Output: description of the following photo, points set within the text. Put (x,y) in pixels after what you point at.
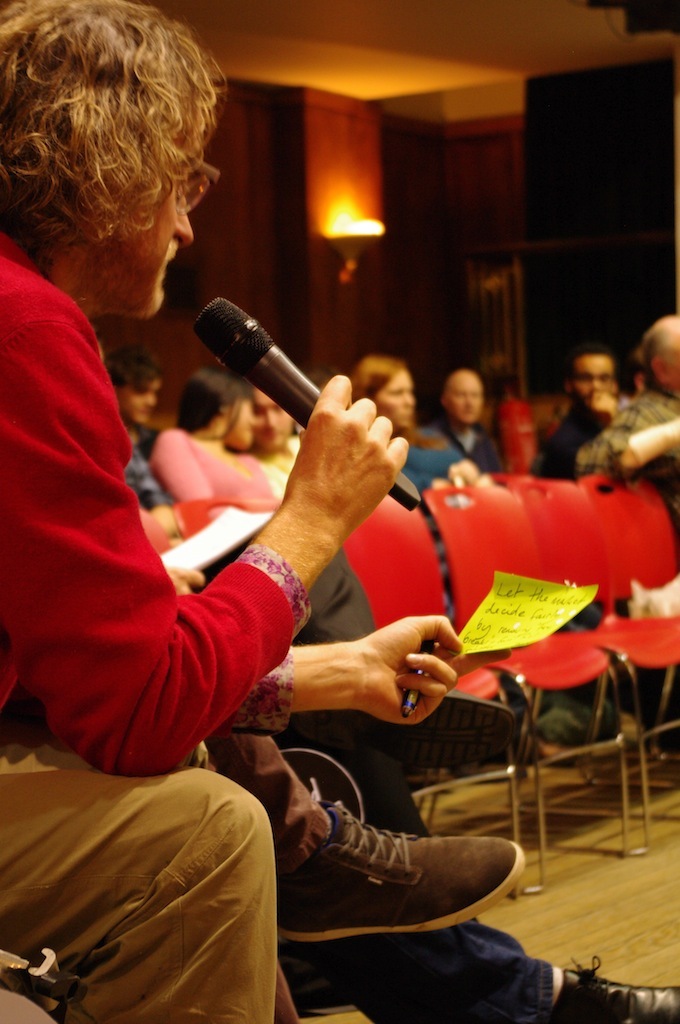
In this image I can see a man (183,764) is sitting and holding a mic (304,405). In the background (572,649) I can see few chairs (577,538) and few people (477,464) on it.
